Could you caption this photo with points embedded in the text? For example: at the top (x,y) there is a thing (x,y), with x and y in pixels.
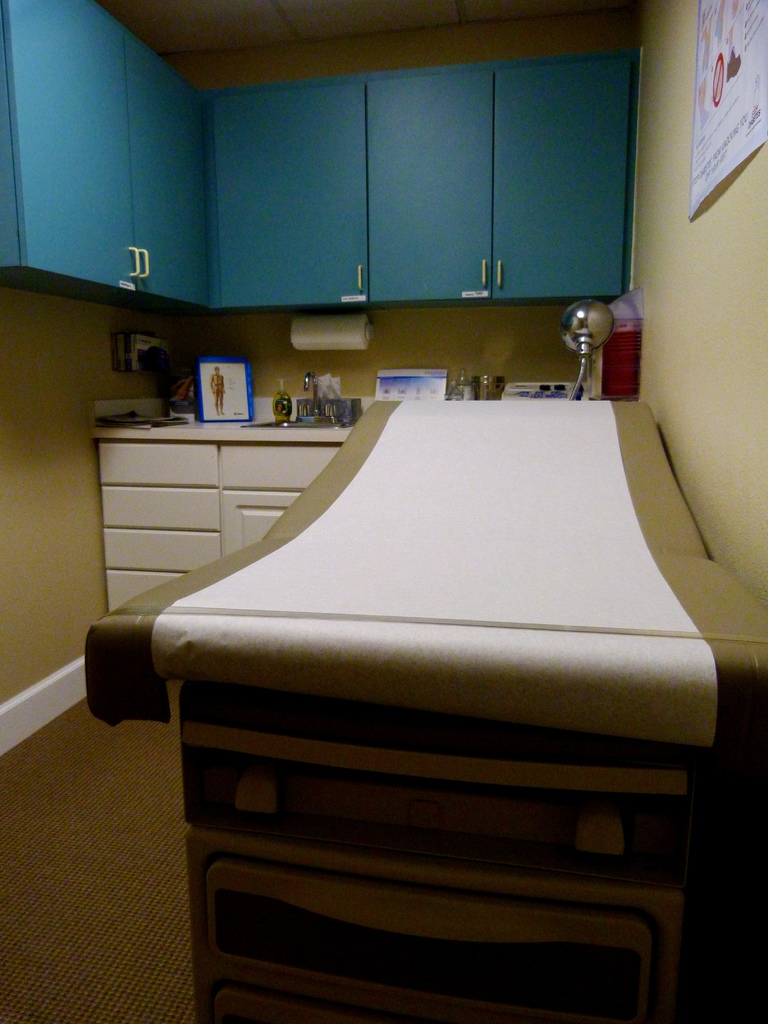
There are cupboards (360,199) and this is a poster (714,45). Here we can see a bed (569,770), frames (214,385), and a tissue roll (328,336). This is floor (68,869) and there is a wall (34,469).
